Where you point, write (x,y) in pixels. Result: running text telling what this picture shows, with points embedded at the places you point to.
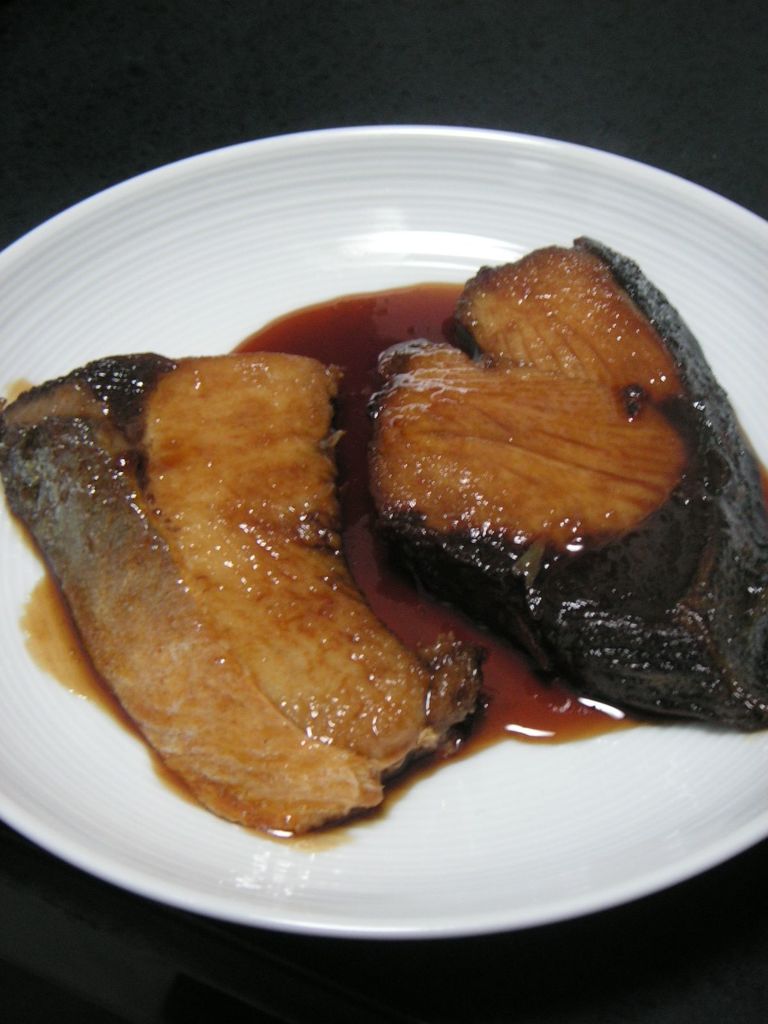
In the picture I can see food items (313,578) on a white color plate (107,318). The background of the image (92,89) is dark.
